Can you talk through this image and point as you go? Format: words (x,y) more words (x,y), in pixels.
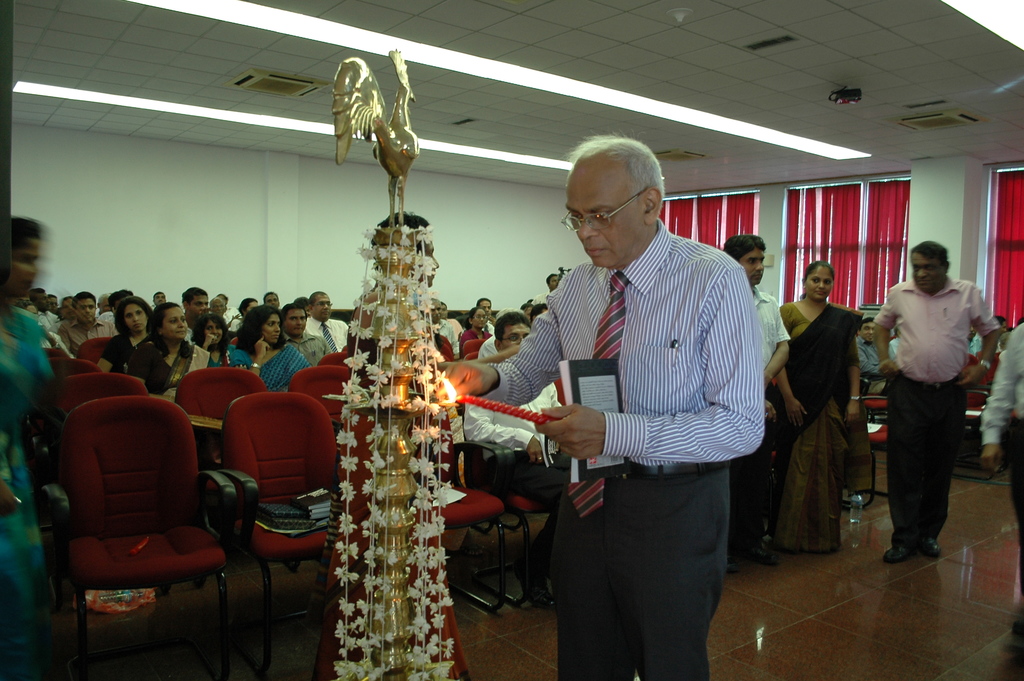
In this image, In the middle (578,441) there is a man (561,418) standing and holding a candle (515,407) which is in red color, There is a object (399,406) which is covered by flowers (420,604), In the background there are some people (271,323) sitting on the chairs (163,400) which are in red color, In the right side (762,332) there are some people (813,370) standing, In the background (637,44) there is a roof (696,183) which is in white color and there is a white color wall (255,193).
